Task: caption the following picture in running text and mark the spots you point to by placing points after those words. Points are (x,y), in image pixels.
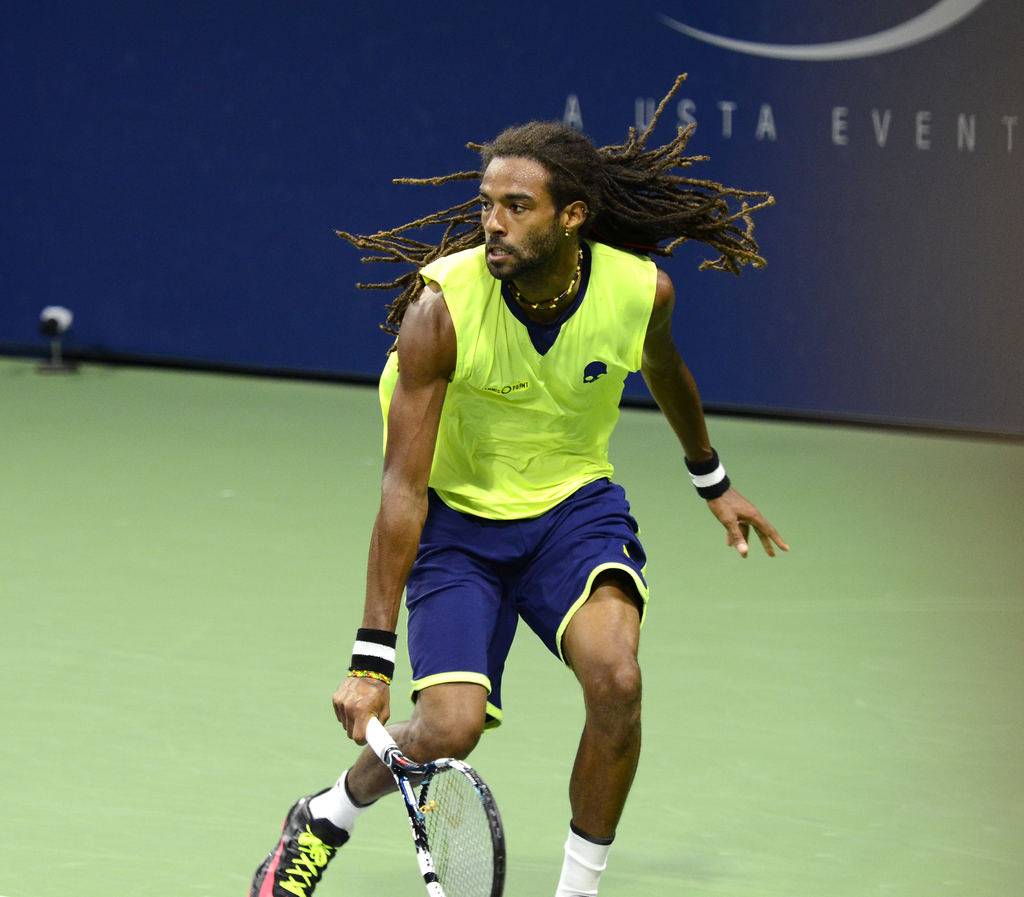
This is a hoarding (468,83). We can see one man (644,239) with long hair (642,197). He wore wrist bands (370,647) and he is holding a tennis racket (425,859) in his hand (362,724). This is a floor (748,757).
